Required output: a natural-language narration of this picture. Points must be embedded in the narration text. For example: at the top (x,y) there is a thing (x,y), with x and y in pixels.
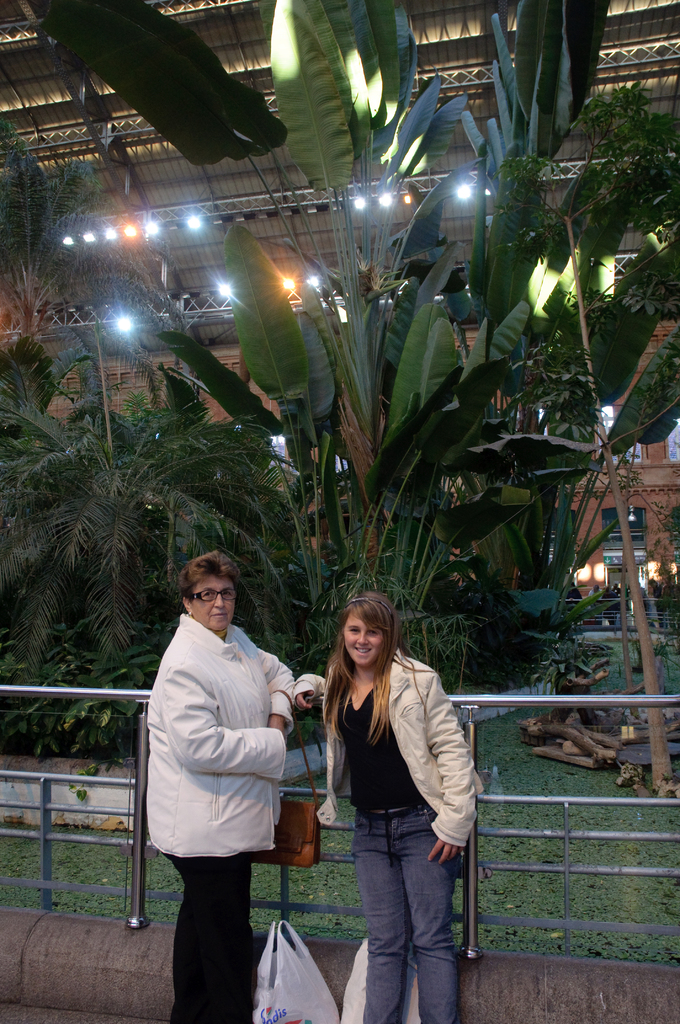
In the picture we can see two women (190,872) are standing near the railing (302,903) and near them, we can see two cover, bags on the path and behind them, we can see the grass surface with plants (226,542) and to the ceiling (109,327) we can see the lights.
